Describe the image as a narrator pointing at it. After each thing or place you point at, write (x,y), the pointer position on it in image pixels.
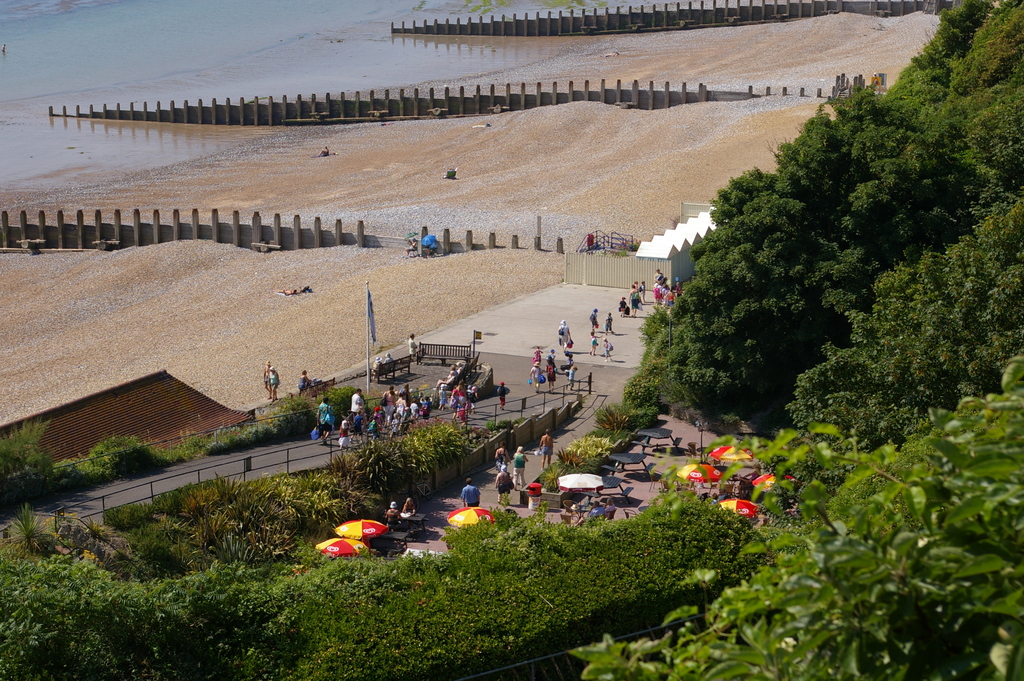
In this image I can see number of trees (973,238), few umbrellas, few benches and in the centre (420,402) I can see number of people (549,435) are standing. In the background (504,311) I can see ground (288,303) and water (72,131).
